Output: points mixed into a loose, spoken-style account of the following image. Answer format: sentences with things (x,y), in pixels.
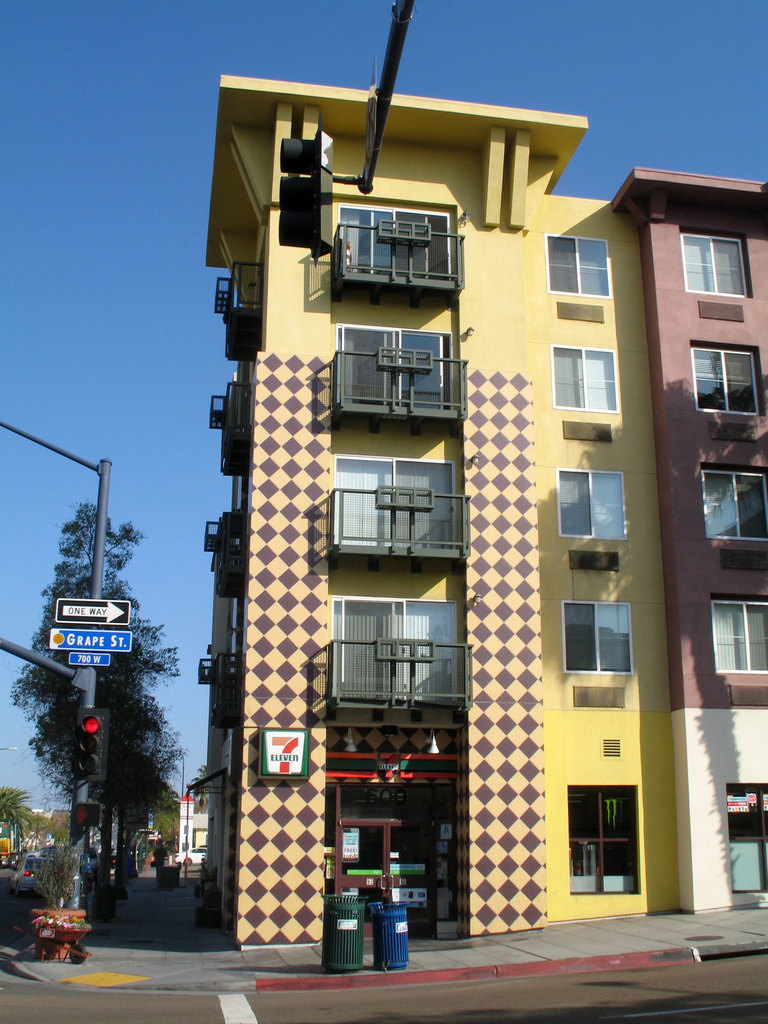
As we can see in the image there are buildings (635,525), windows (609,386), dustbins (398,920), fence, traffic signal (79,777), trees (141,791) and there is a sky (114,216).
